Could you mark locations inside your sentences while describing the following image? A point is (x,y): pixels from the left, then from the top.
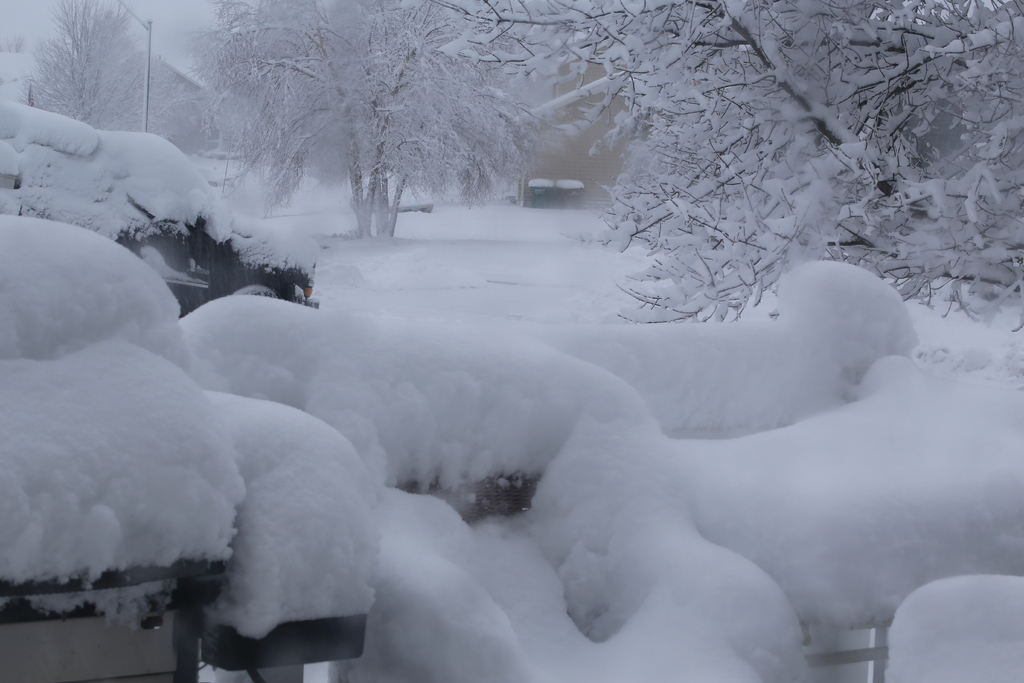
In this picture there is snow (532,285) everywhere. On the left (134,220) there are vehicles (128,201). On the right (802,181) there are trees (840,220). In the background (321,85) there are houses (182,120), pole (147,72) and trees (321,96).
